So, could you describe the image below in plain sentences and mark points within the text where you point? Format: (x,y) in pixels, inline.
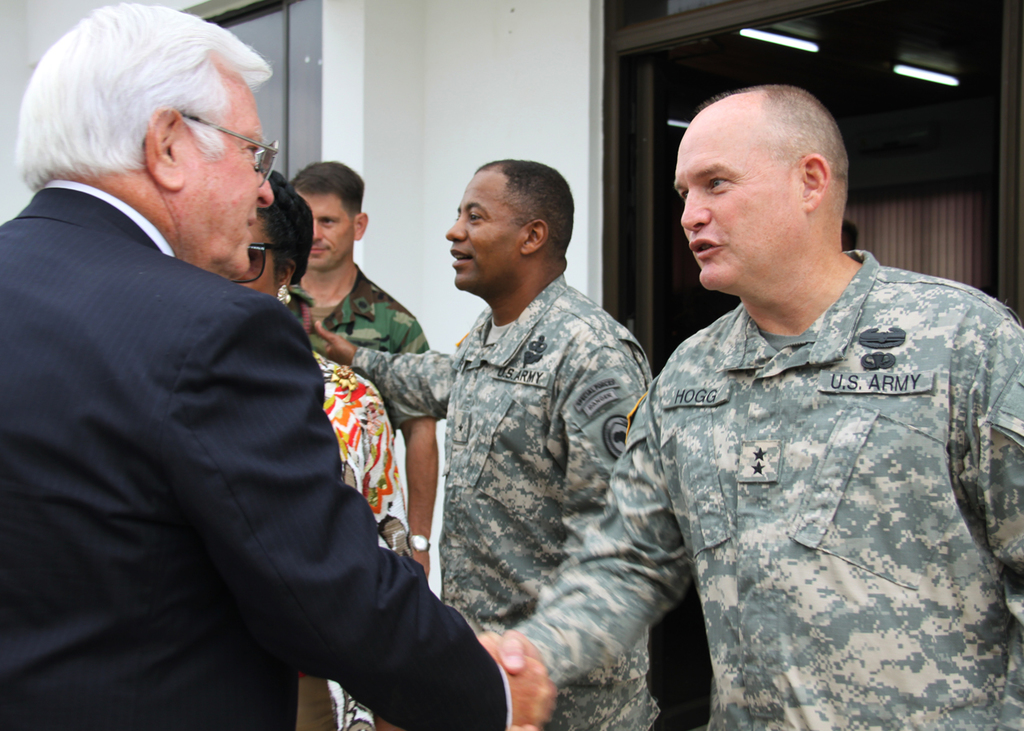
In this picture we can see five people (492,335) standing where two men (597,551) are shaking hands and in the background (303,44) we can see a window (305,57), wall (522,62), lights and curtains (946,239).
